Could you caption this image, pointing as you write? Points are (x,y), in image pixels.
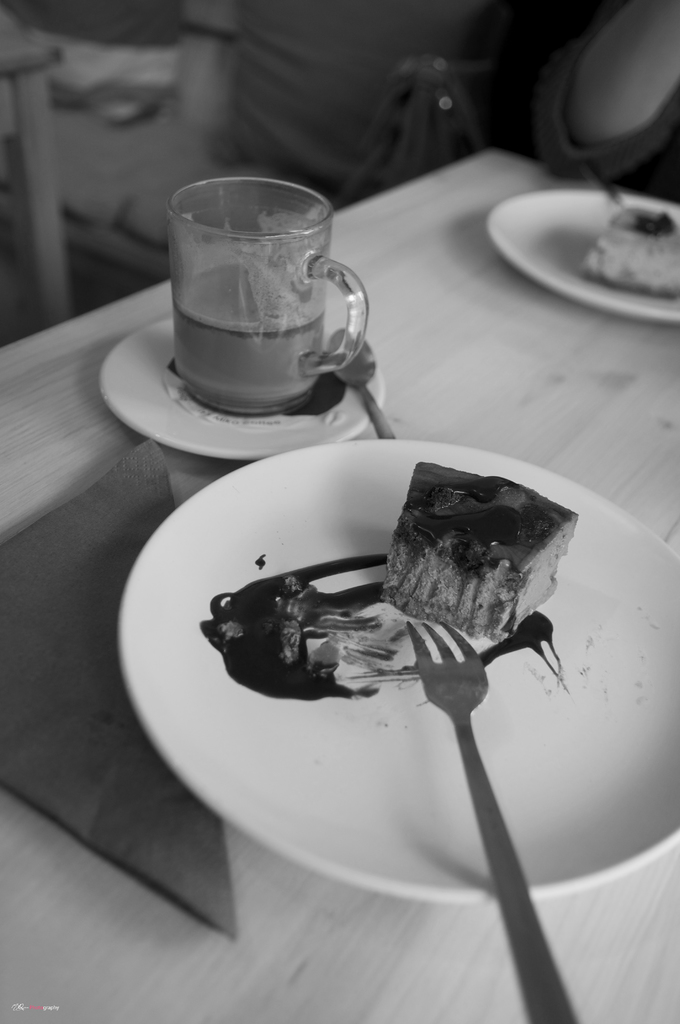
In this image I can see the table (47,440). On the table (365,1020) I can see the plates (500,660) with food (430,476), glass cup (257,340), fork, spoon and the tissue paper (143,739). And there is a blurred background (32,247).
